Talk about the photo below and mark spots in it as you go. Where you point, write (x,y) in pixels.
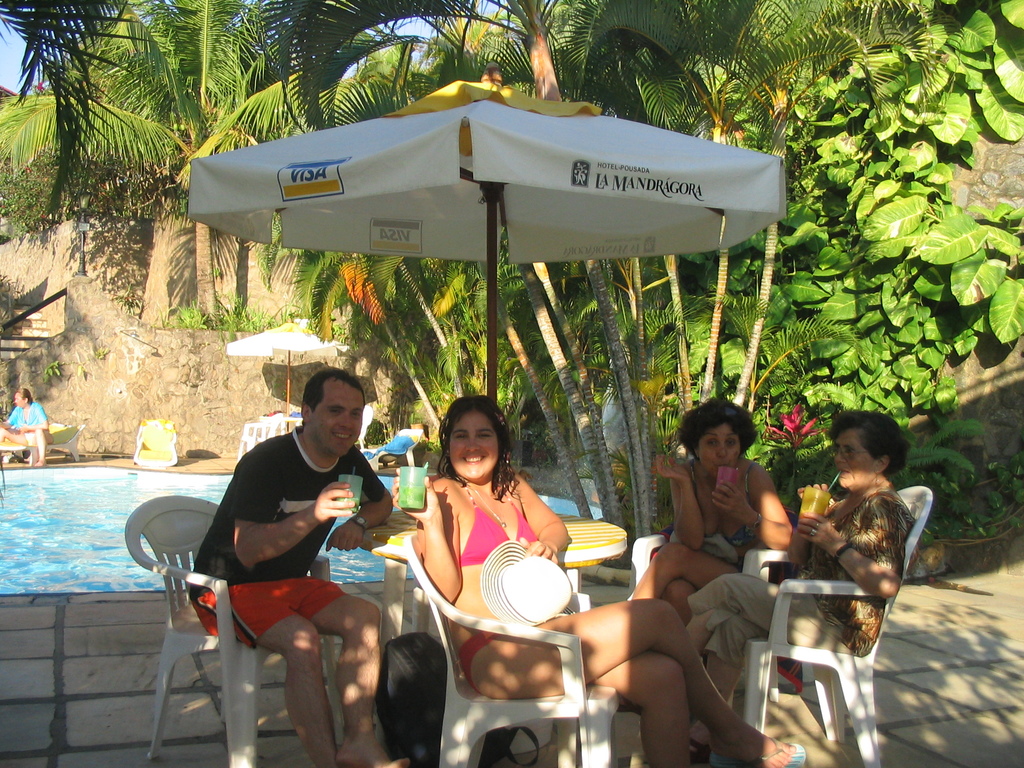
In this picture we can see four persons (323,398) sitting on chair (417,562) holding glasses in their hand (742,501) and drinking beside to them there is a table (570,525) and umbrella (490,197) and in background (189,255) we can see trees (215,88), water (96,488), person (16,399), wall (84,385).
